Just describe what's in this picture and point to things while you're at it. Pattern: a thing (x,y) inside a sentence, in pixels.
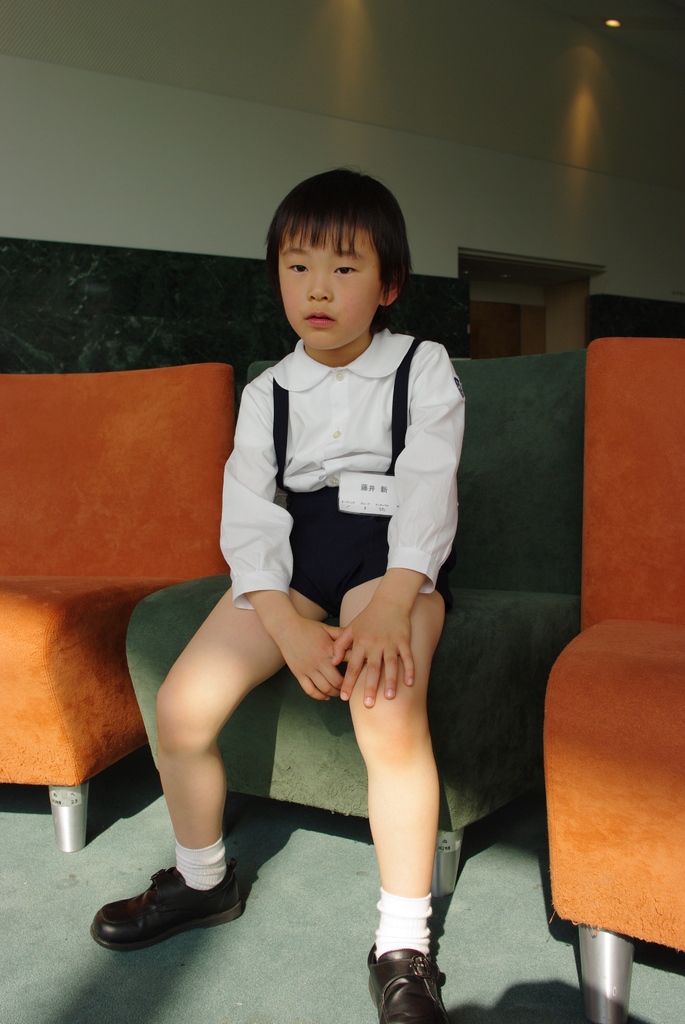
This image consists of chairs (646,584). A kid (348,673) is sitting on that chairs (490,799). There are lights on the top (609,28). That girl (341,626) is wearing black and white dress (327,383).
